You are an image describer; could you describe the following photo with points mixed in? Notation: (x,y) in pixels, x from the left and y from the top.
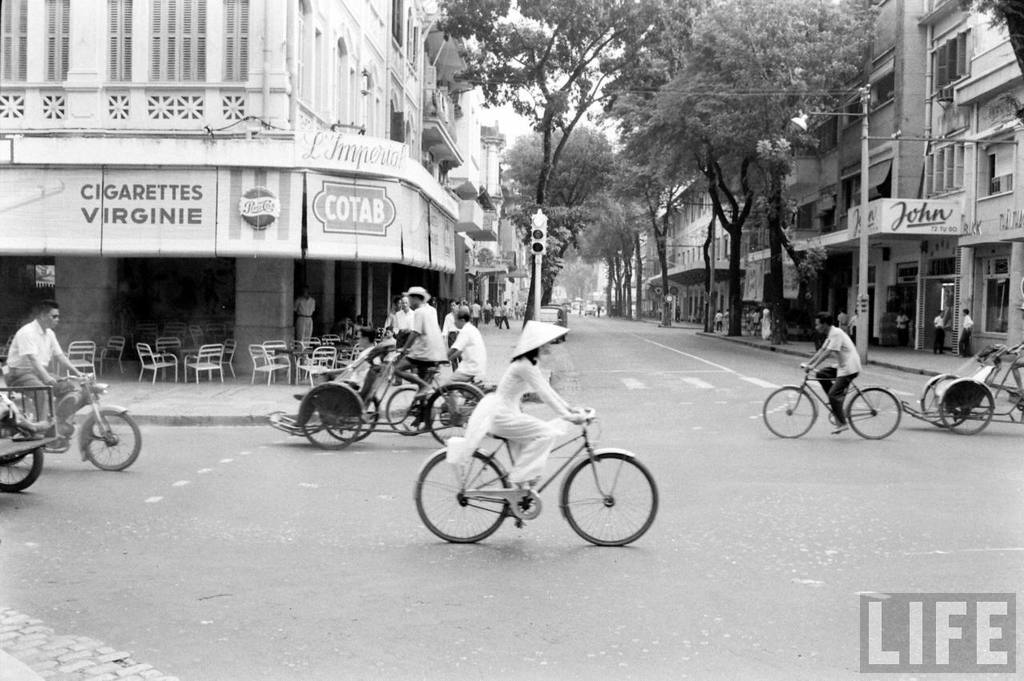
On the left (210,333) there is a building (186,331). There are people (494,417) riding bicycle (766,427) on the road (640,422). In the background (815,103) there are trees (558,116). There is a traffic light (535,215). There are some people (936,330) standing near the building (392,275).
